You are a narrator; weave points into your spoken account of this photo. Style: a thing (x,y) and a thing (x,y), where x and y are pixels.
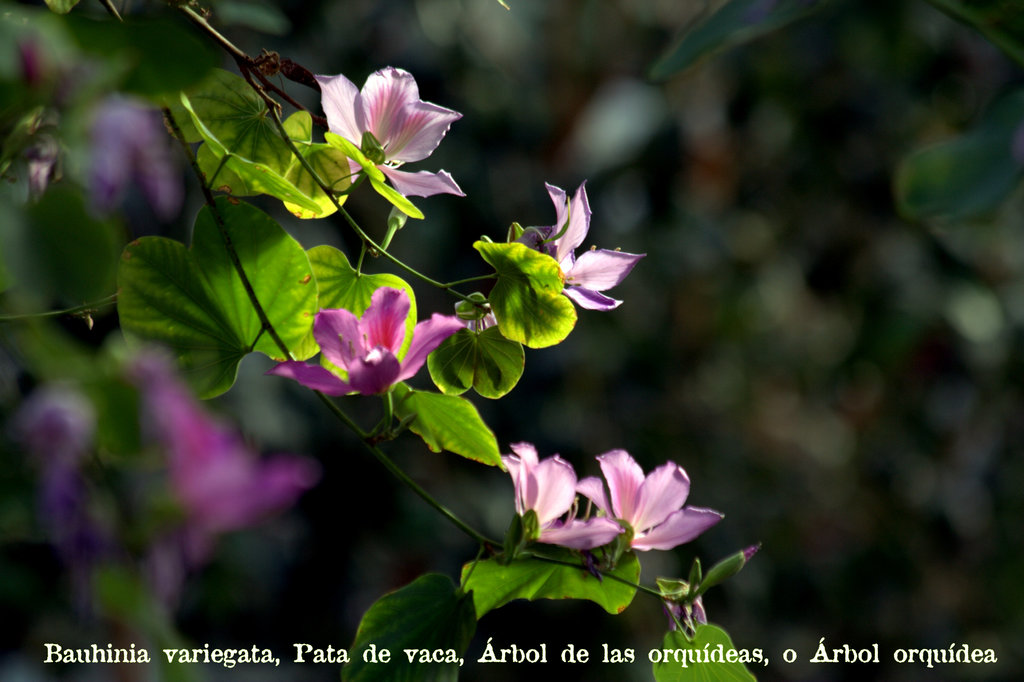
In the image we can see flowers (372,378), leaves (402,399) and the background (789,368) is blurred. On the bottom part of the image (489,650) we can see the watermark (501,657).
